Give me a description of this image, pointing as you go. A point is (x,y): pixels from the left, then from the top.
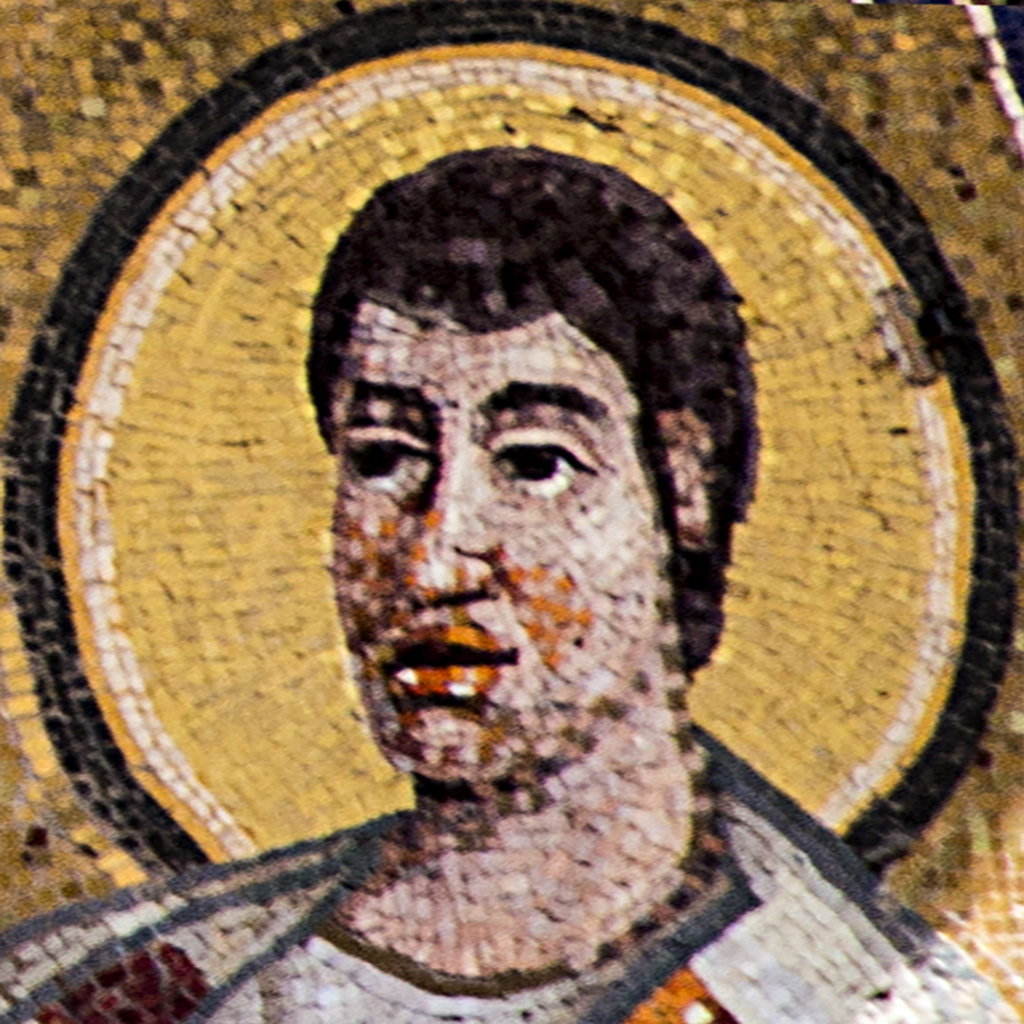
In this picture we can see one mosaic person art (301,868).
